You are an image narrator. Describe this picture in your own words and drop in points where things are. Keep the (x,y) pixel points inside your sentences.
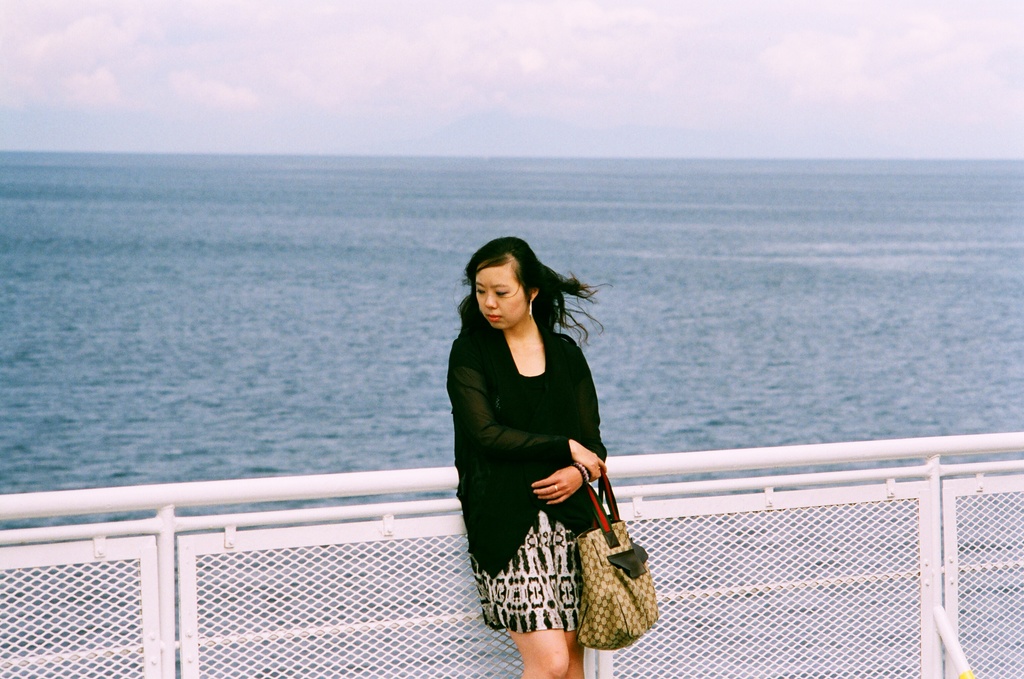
In this image we can see a woman (568,586) holding a bag (628,580) is standing beside a fence (649,536). On the backside (636,325) we can see a large water body (216,278) and the sky (575,62) which looks cloudy.
